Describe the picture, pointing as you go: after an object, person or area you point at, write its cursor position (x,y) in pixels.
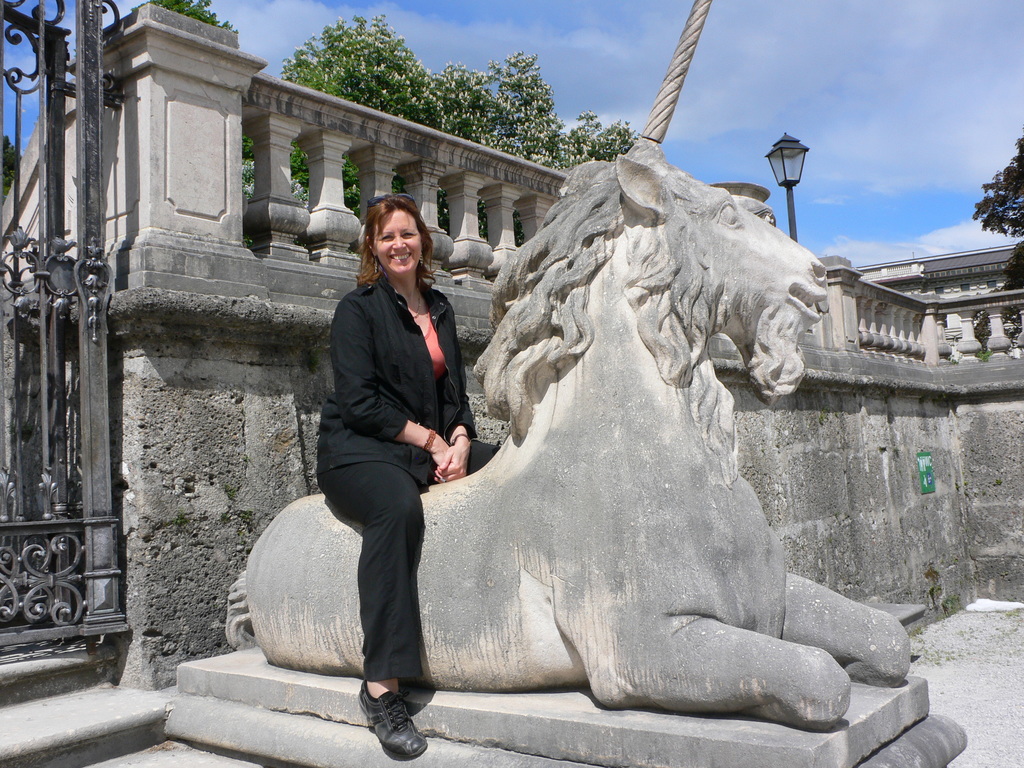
In this picture we can see a woman (376,513) sitting on a statue (444,577) on the platform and in the background (188,336) we can see a wall (958,566), light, trees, sky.
